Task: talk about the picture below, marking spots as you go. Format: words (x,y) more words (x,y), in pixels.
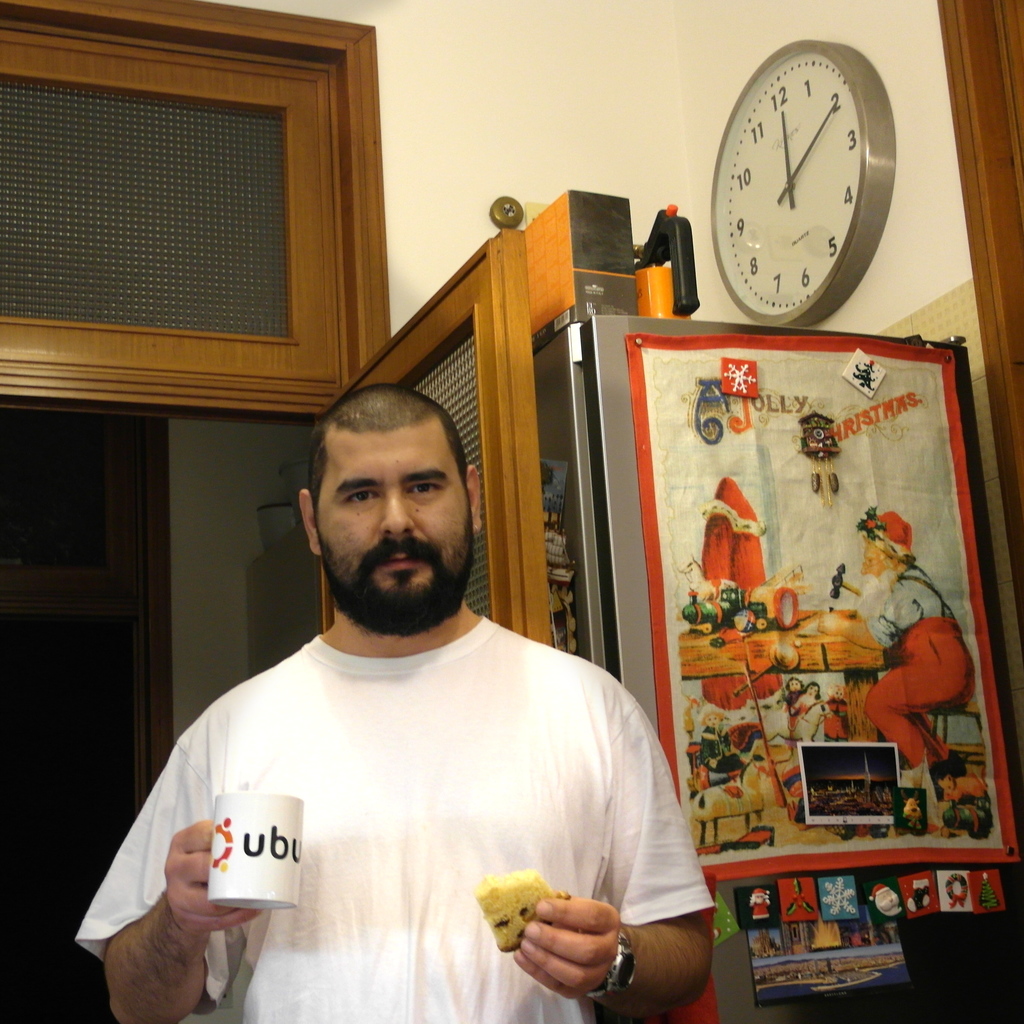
In the image there is a man (404,853) in white t-shirt (464,860) standing in the front (464,885) holding cookie (523,885) and coffee mug (216,847), behind him there is a door (424,390), on the right side (799,155) there is a clock (845,166) on the wall (925,76) with a fridge (733,979) below it.
